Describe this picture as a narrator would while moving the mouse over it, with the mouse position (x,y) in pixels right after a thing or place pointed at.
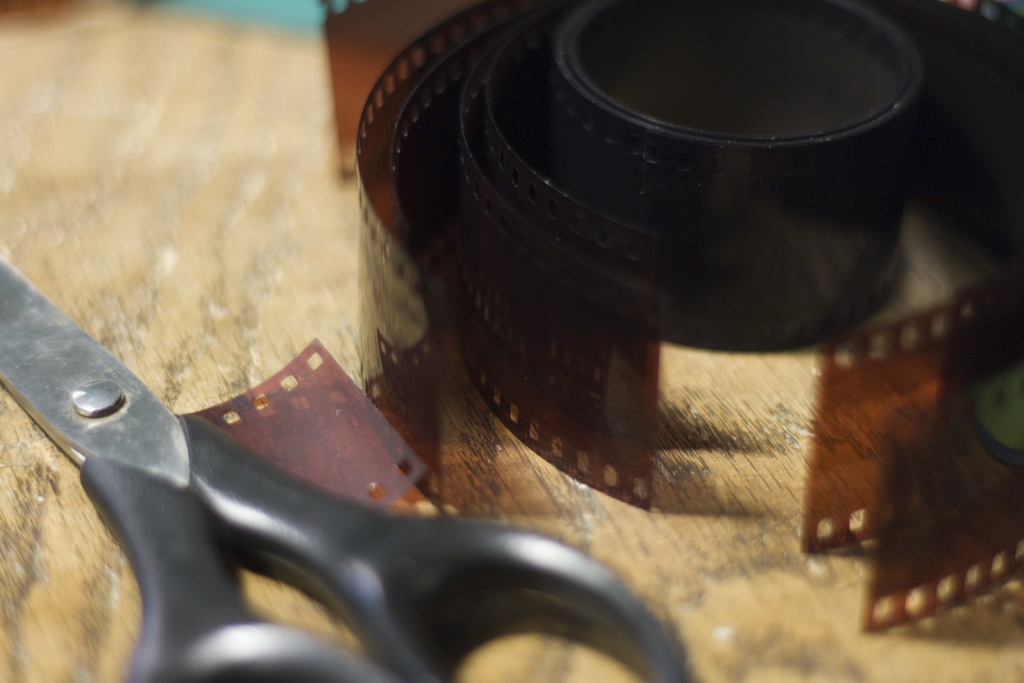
In this image there is a reel (564,374) and scissors (526,578) on the table (535,677).
